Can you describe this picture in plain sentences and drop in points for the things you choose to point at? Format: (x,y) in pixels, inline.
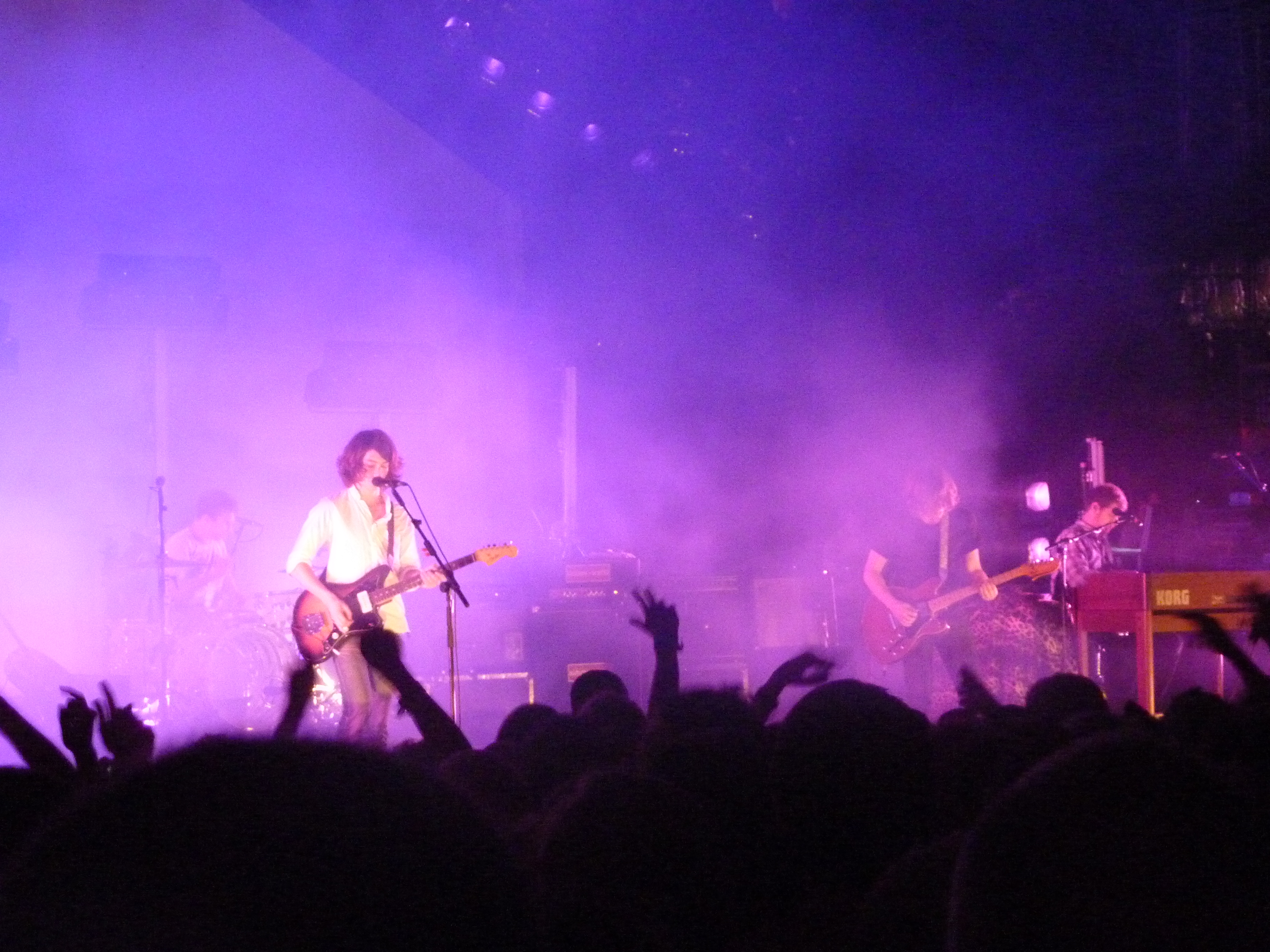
Here we can see a band (311,571) performing on a stage (895,460), on the right side (1090,551) we can see a person (1096,554) playing piano (1177,589) and the person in the middle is playing a guitar (875,639), the person (312,553) on the left side (318,534) is singing a song and playing a guitar (324,660) with microphone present in front of her and there is another person (203,494) who is playing drums (248,610) and in front of them we can see audience (875,735) present.
